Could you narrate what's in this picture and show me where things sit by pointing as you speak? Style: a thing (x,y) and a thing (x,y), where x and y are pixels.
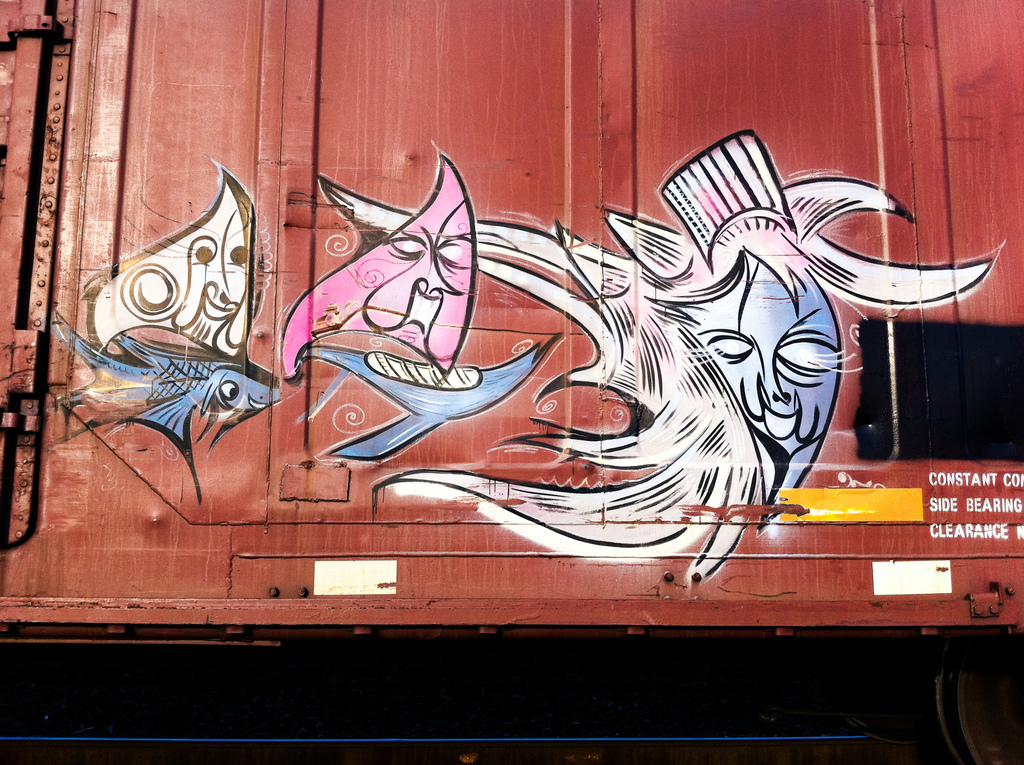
In this picture we can see a graffiti (358,352) on the container (301,268).
